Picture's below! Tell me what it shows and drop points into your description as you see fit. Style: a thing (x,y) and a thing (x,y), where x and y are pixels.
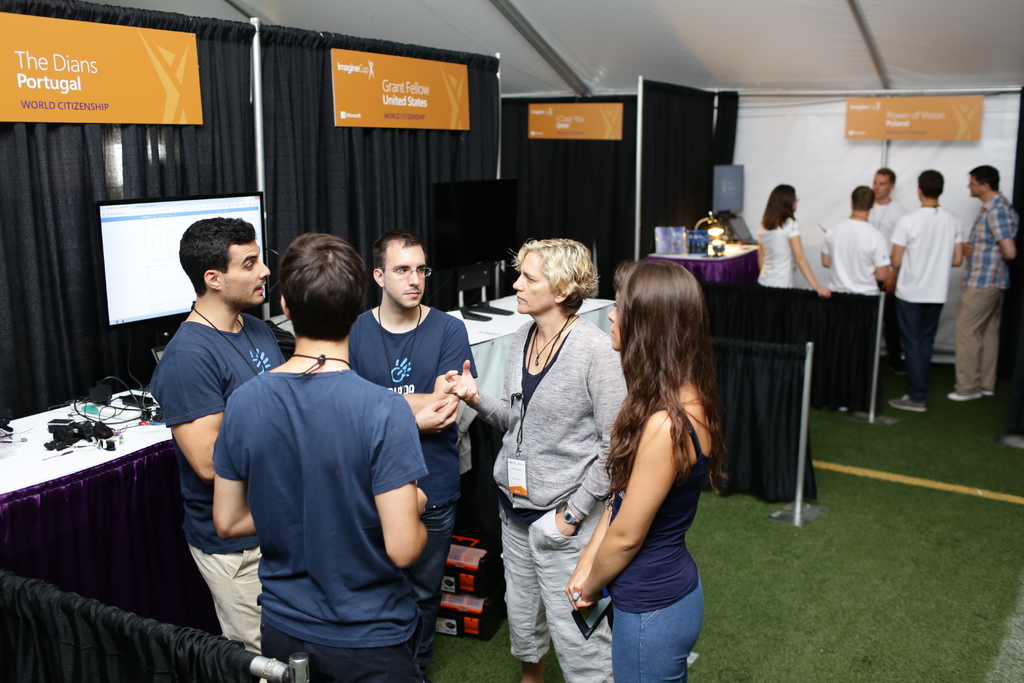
In this image, I can see groups of people (610,370) standing. These are looking like the monitors (517,222), cables (148,388) and few other objects (698,247) on the tables (161,438). I can see the boards (198,120) and the curtains (231,101) hanging to the hangers (804,403).
